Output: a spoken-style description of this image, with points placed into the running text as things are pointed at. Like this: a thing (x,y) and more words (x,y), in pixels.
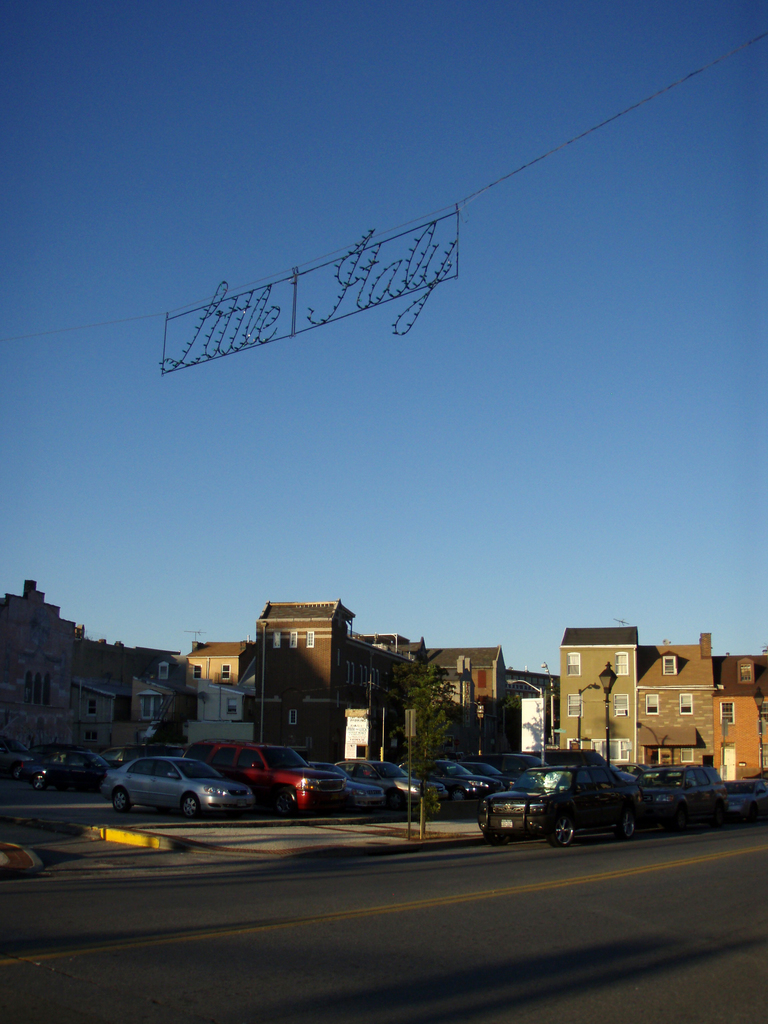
In this image I can see the road (466,976), few vehicles (284,758) on the road (581,965), few poles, few trees (429,794) and few buildings (351,705). In the background (464,462) I can see the sky (408,116) and few lights (233,308) in the shape of few words (435,281).
